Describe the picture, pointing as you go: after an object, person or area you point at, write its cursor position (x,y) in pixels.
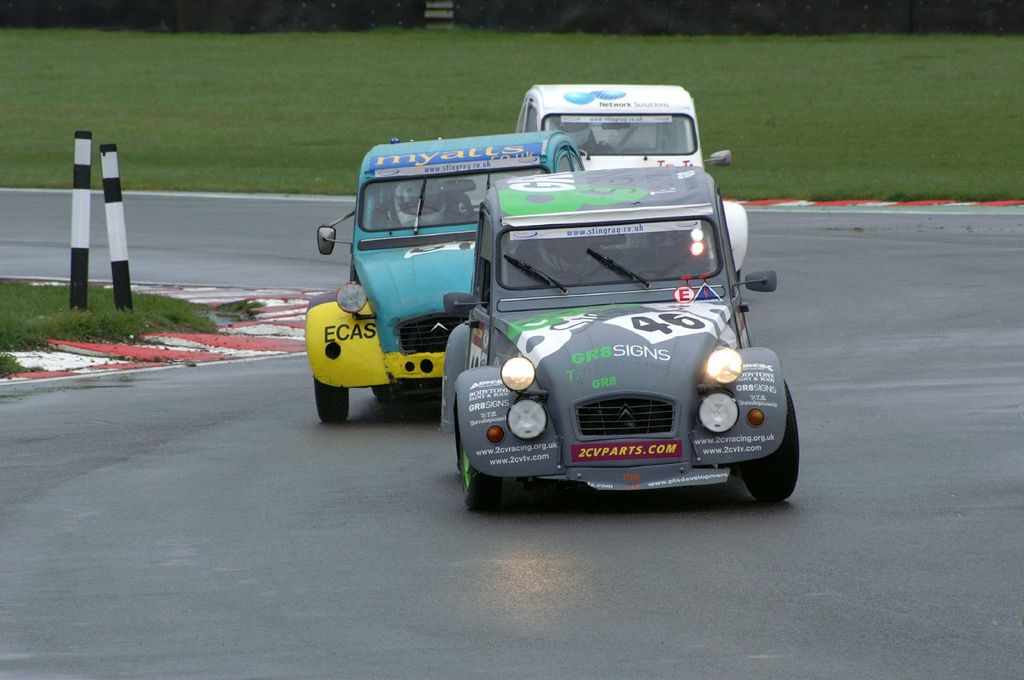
In this image we can see three cars (490,297) on the road (248,477). One car (595,392) is in grey color, the other one (451,251) is in blue color and the third one (630,141) is in white color. Left side of the image (112,226) two poles (88,232) are there on grassy land (87,339). Background of the image (409,87) grassy land (390,104) is there.
